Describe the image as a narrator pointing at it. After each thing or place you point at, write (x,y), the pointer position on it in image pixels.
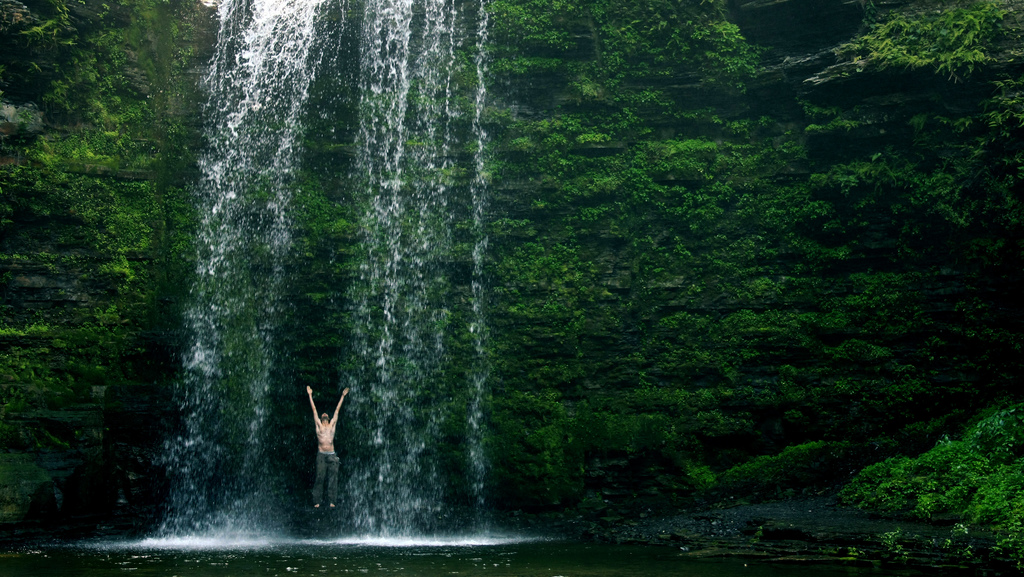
In the foreground of the image (202,572) we can see water body (181,576). In the middle of the image (485,352) we can see water body (194,533), trees (653,419) and a person (312,404) is standing on the water (389,542). On the top of the image (467,115) we can see water body (475,58) and trees (512,24). By seeing this image we can say a person (331,477) is standing under a waterfall (408,424).
